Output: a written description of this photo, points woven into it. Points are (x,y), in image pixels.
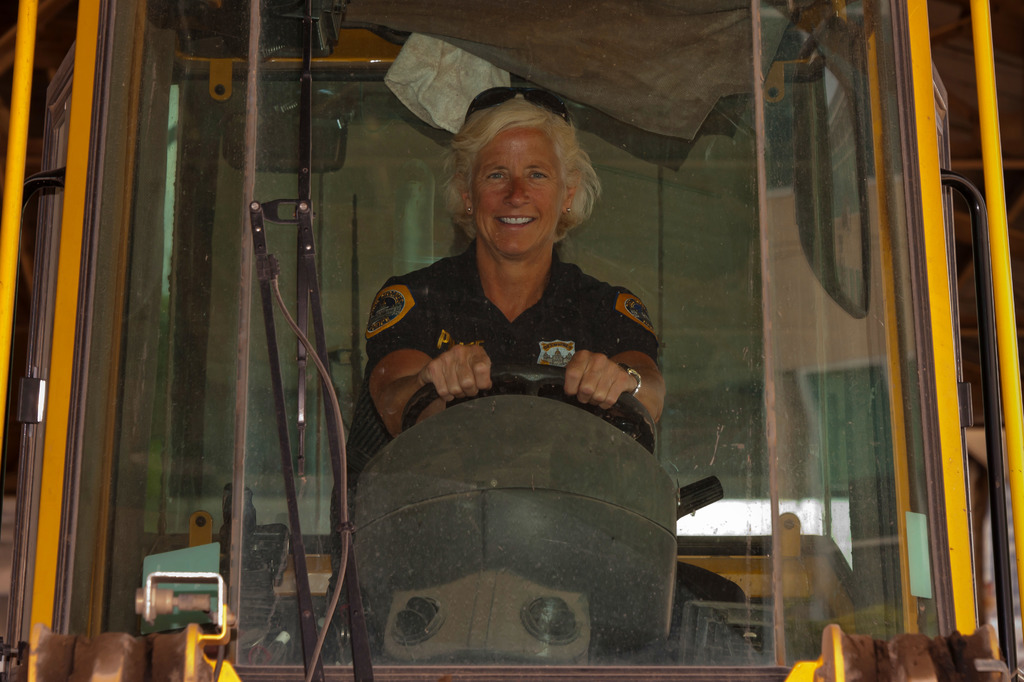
As we can see in the image there is a woman (543,206) wearing black color dress (560,331) and riding vehicle (184,443).
